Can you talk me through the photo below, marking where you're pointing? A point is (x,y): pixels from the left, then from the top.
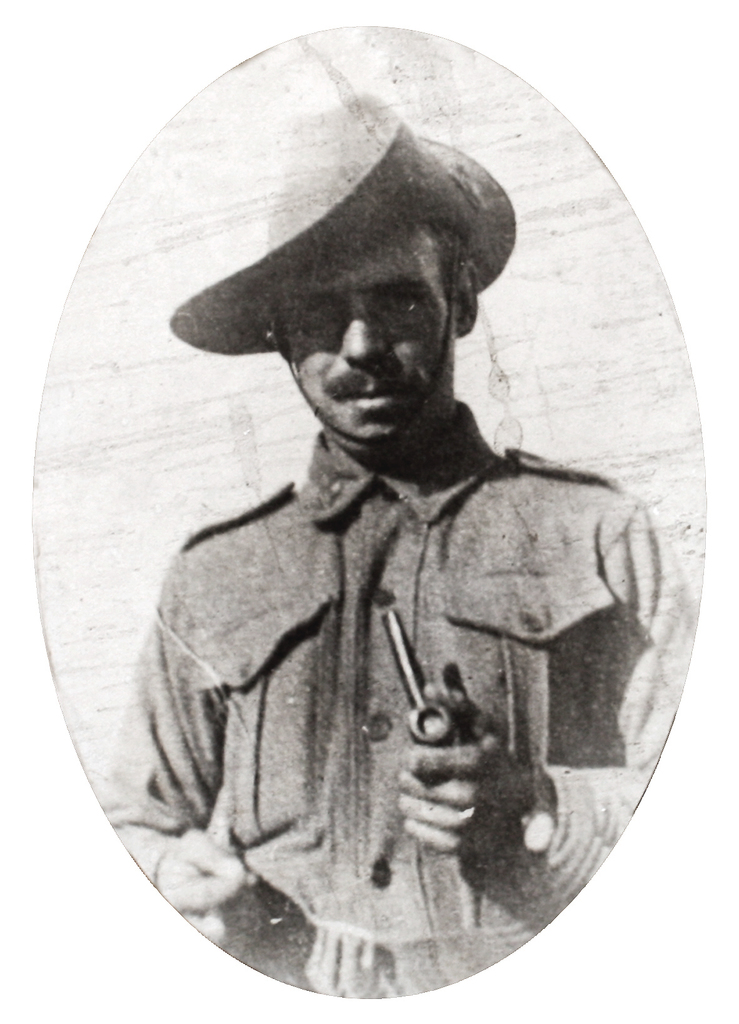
In this image I can see a person (353,416) wearing cap (374,200) and holding something. The image is in black and white.
